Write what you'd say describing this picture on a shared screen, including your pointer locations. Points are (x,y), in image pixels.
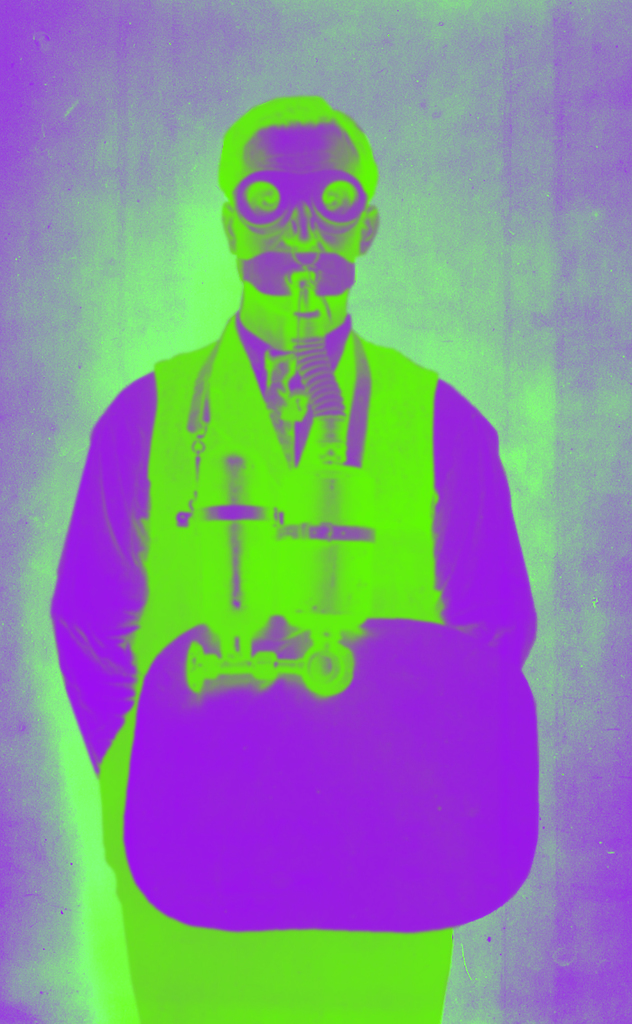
This is an edited image of a person (172,958).
